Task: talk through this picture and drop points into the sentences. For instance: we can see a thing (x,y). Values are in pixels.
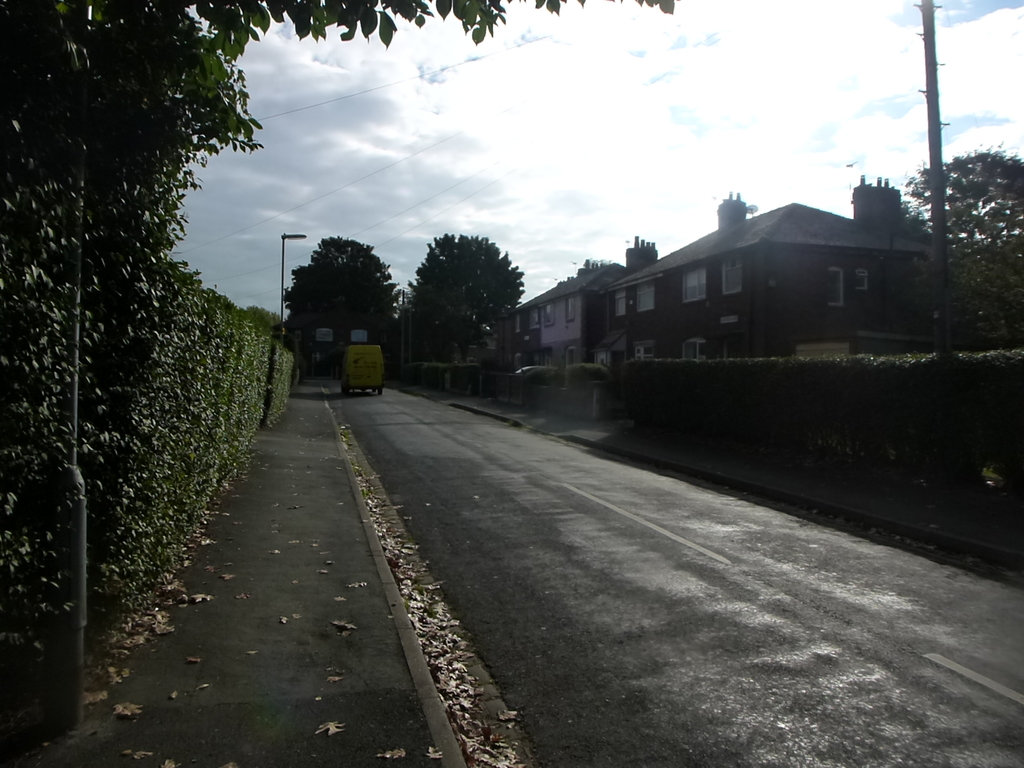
In this picture we can see vehicle (361,385) on the road (783,670), side we can see some houses (645,346), trees (969,317), fencing (258,332) and also dry leaves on the ground (217,566).
